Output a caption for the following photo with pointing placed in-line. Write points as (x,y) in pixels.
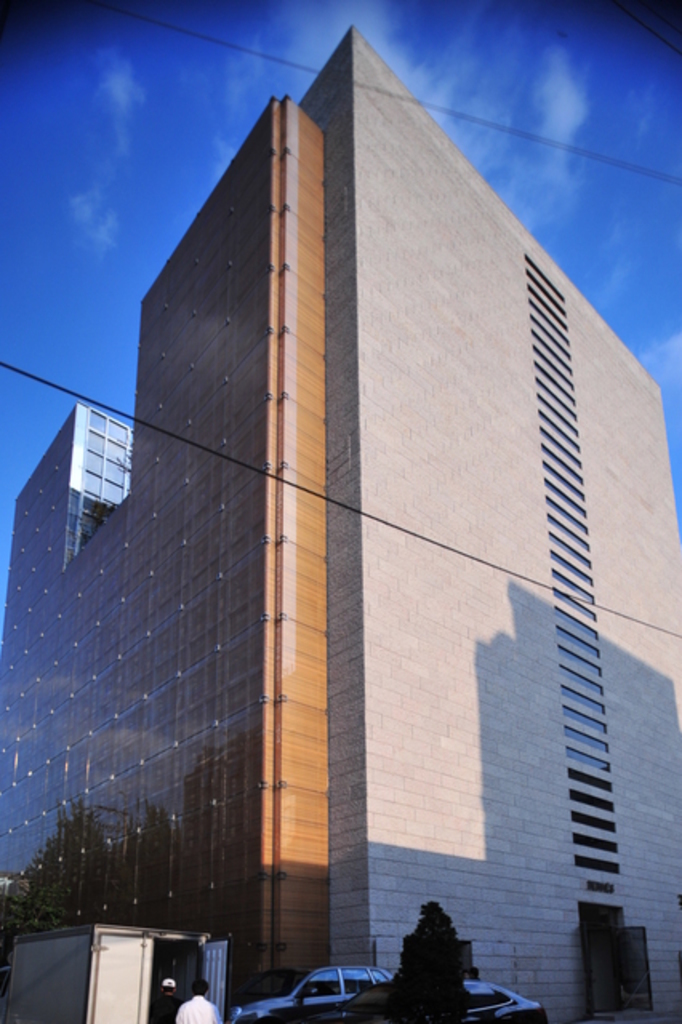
In this image I can see the building (278,708). In-front of the building (164,826) I can see the shed (82,972), few people (164,1011), vehicles (303,983) and the tree (424,975). I can see the reflection (71,923) of many trees (67,909) in the glass (60,865). In the background (133,126) I can see the clouds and the sky (133,126).
